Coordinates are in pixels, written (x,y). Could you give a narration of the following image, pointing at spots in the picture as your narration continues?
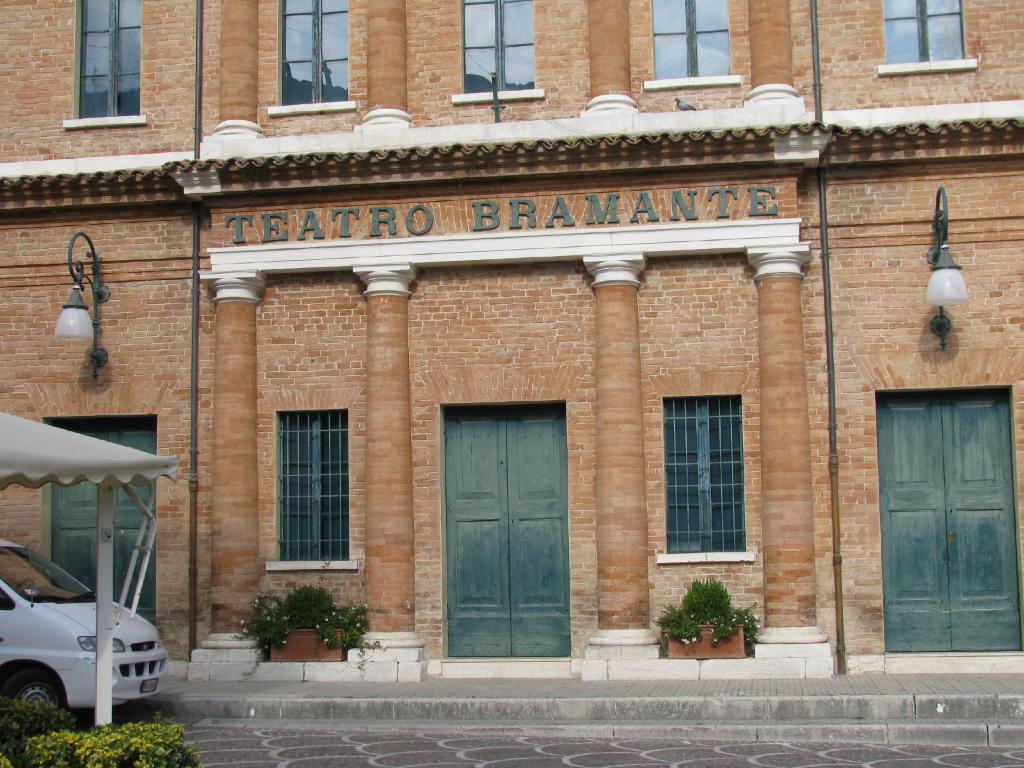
In this image there is a building (536,316) in middle of this image (469,407). There is a lamp (75,327) at left side of this image (97,334) and right side of this image (946,297). there is a white color car (75,627) at bottom of this image (76,671) and there are some plants (40,720) at bottom of this image (149,743) and middle of this image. there are three doors (525,521) in bottom of this image (915,524) and there are some windows (123,69) at top of this image (305,58).
